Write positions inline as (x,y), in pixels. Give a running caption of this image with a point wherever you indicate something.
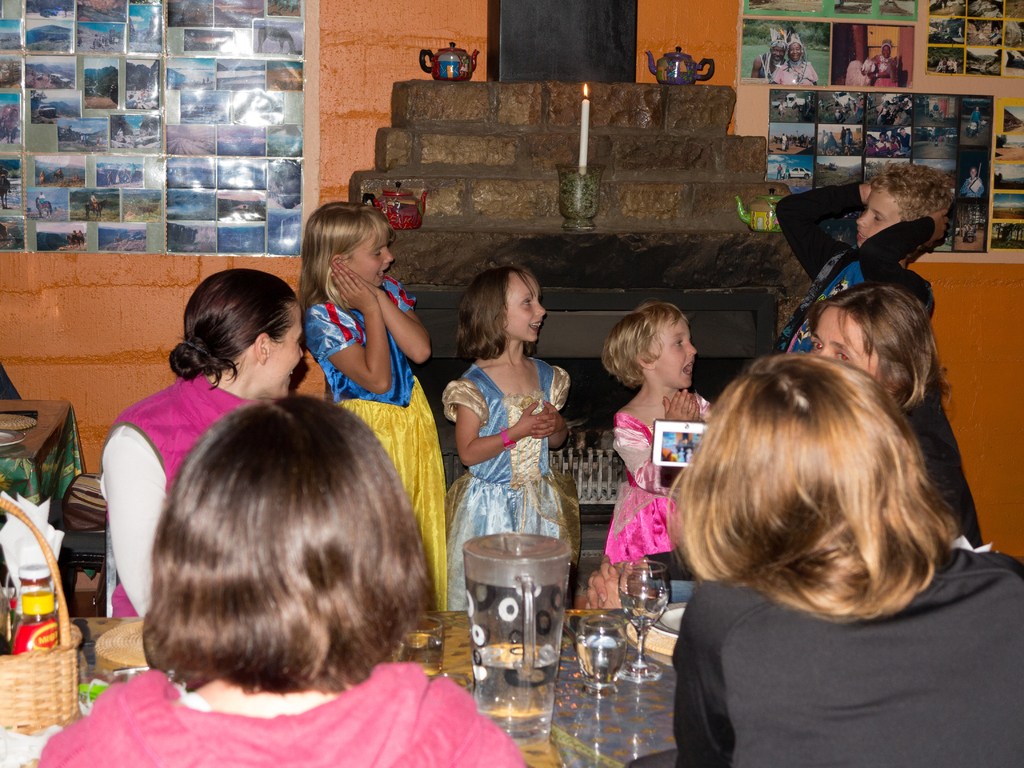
In the center of the image (374,500) we can see a few people (919,687) are sitting and a few people (420,497) are standing around the table (618,764) and we can see they are in different costumes (685,700). On the left side of the image (22,700), we can see a basket (36,695). In the basket (37,674), we can see some objects (34,606). In the background (469,117) there is a wall (415,22), collection of photos (188,144) and a few other objects (402,126).
